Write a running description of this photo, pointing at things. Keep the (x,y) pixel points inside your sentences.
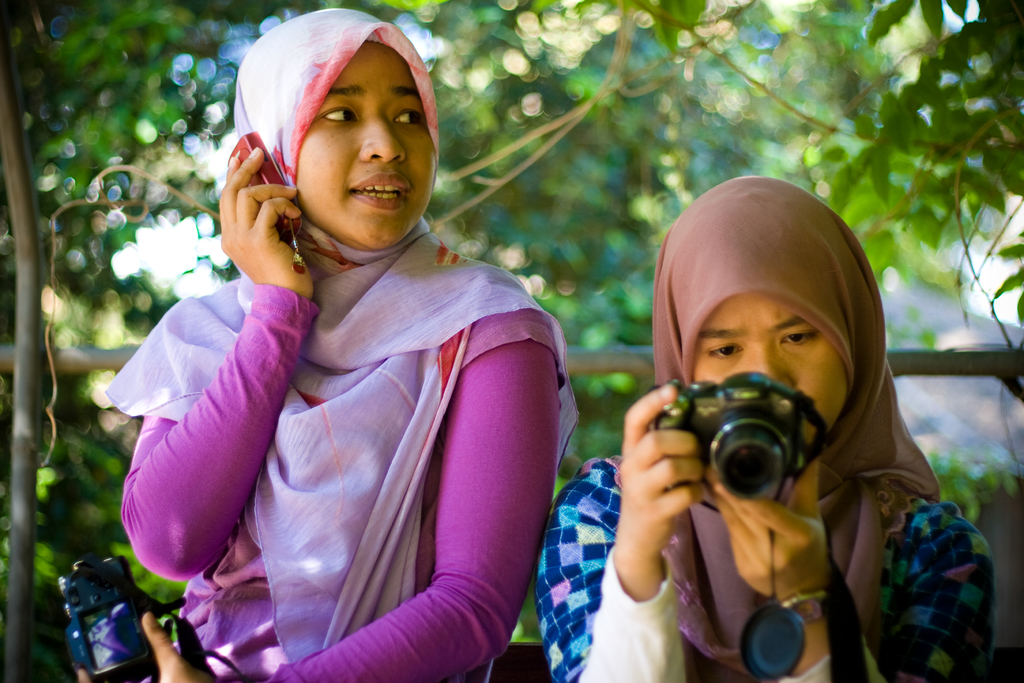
In this image there are two persons (535,447). The girl (806,499) at the right side (777,523) is holding a camera (772,453) in her hand (761,502) and is seeing on the camera (764,434). The girl (365,458) at the left side (324,453) is talking on the mobile phone (277,182) and is holding a camera (120,628) in her hand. In the background (596,162) there are trees (697,100).
